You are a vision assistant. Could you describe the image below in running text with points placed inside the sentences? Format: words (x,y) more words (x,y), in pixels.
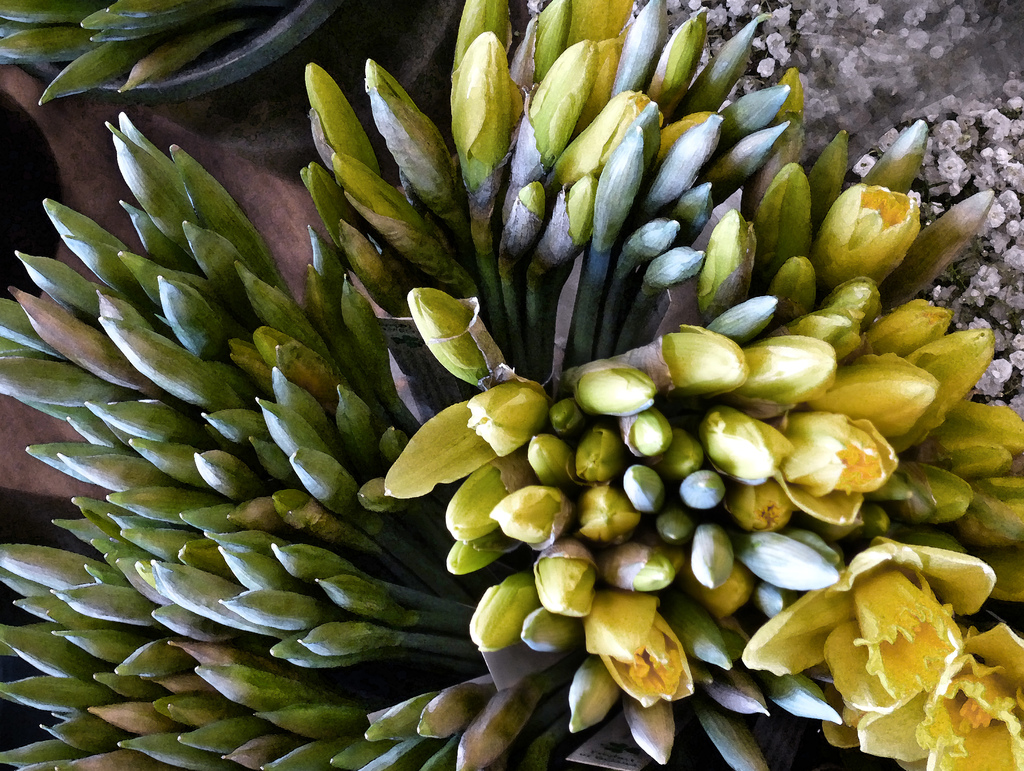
In this image, there are some buds (728,593). There is a flower (897,656) in the bottom right of the image (926,730).
